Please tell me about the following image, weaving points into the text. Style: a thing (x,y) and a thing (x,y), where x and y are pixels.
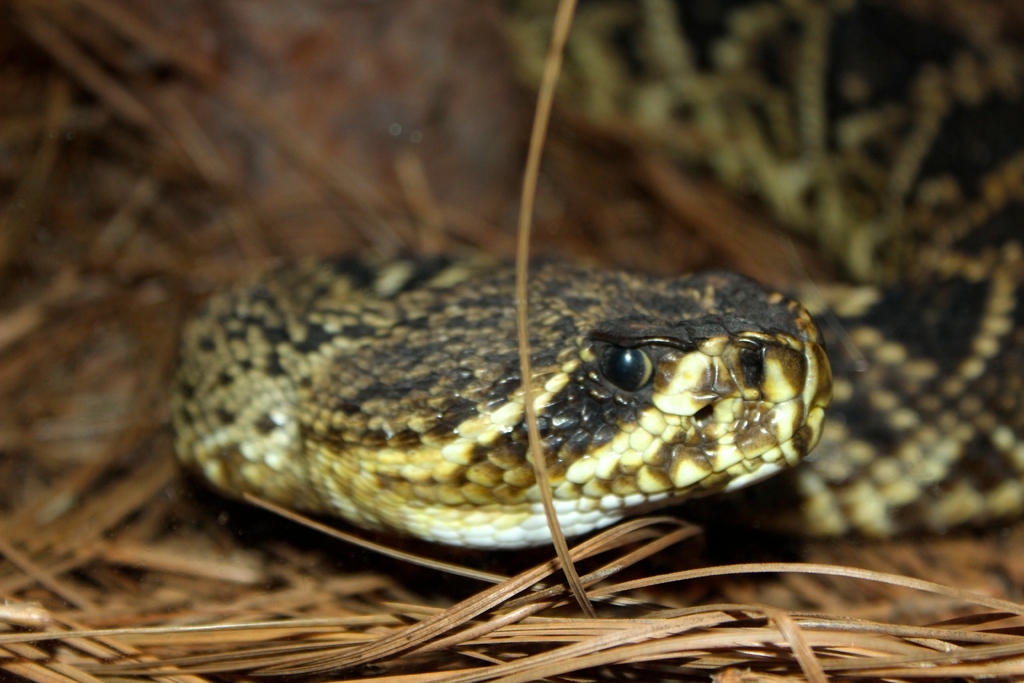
In the center of the image (448,451) we can see a snake (646,302). At the bottom (345,561) we can see grass (639,629).
